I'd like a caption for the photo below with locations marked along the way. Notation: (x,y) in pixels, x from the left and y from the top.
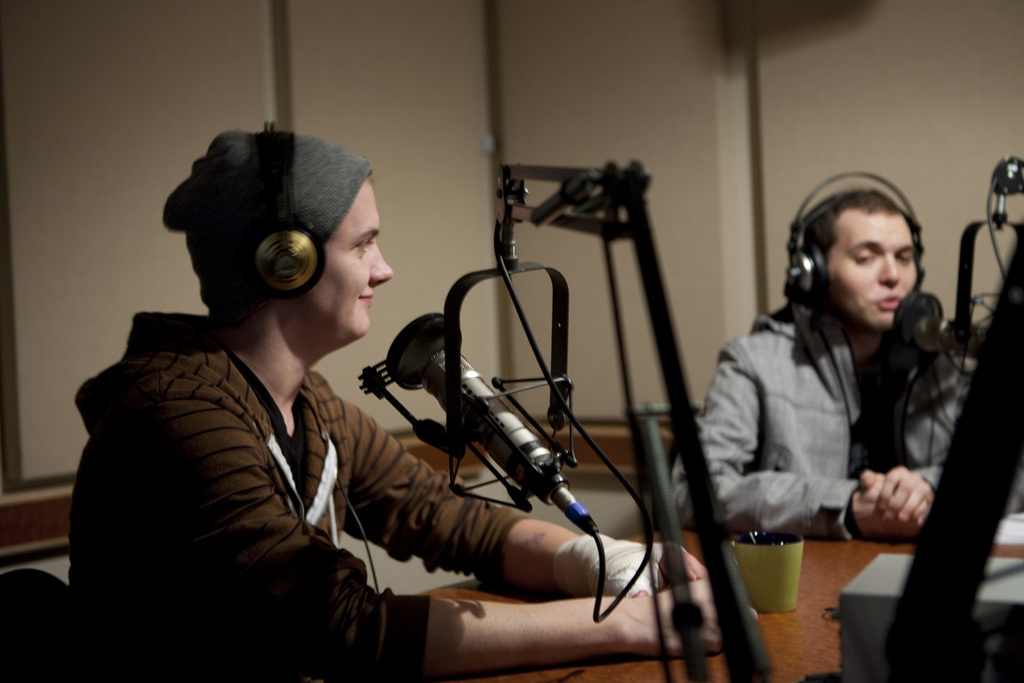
In this image in the foreground (790,405) there are two persons (333,283) who are sitting, and they are wearing headsets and one person (765,339) is talking in a mike (912,319). In front of them there are two mikes (924,334), and at the bottom (811,635) there is a table (800,606). On the table (792,628) there is one cup (781,573) and some speakers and papers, in the background (666,106) there is a wall (280,92).
